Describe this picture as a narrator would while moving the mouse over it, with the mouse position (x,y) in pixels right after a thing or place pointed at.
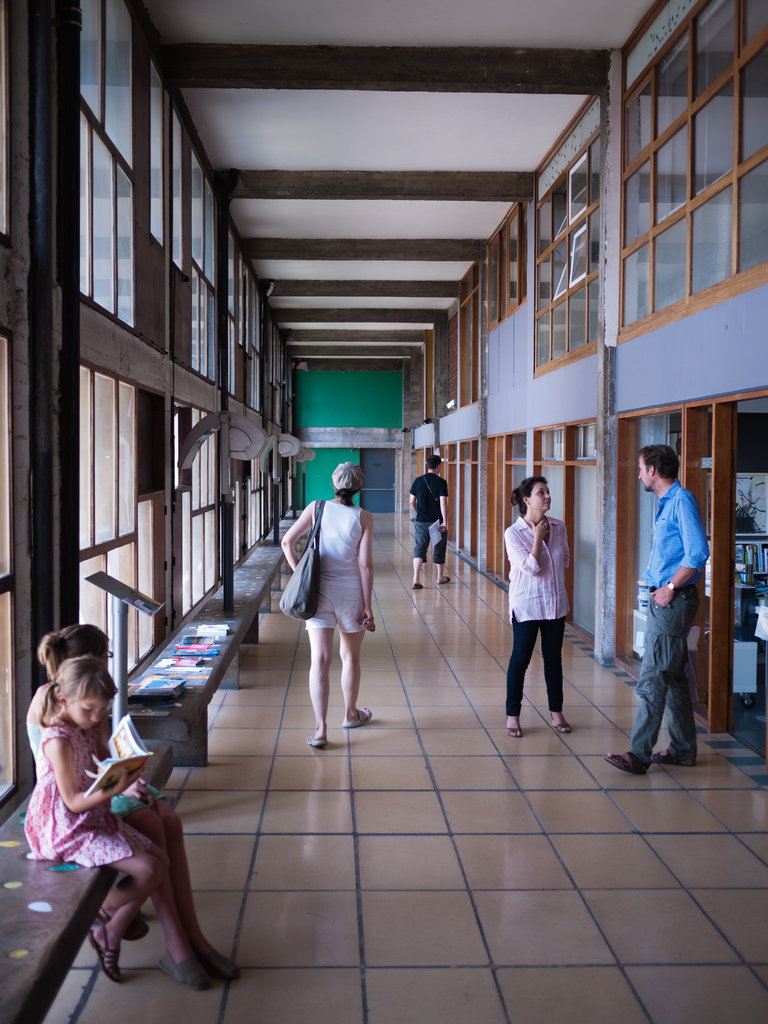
In the picture we can see inside the building (325,882) with tiles (402,882) and two people (371,537) are walking and two people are standing and talking and near the wall (280,407) we can see the benches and on it we can see two girls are sitting and reading in the books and to the walls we can see glass windows (289,386) and opposite to it, we can see some shops (730,465) and something placed in it and in the background (321,375) we can see a wall (311,375) which is green in color with a door (374,494) to it.
